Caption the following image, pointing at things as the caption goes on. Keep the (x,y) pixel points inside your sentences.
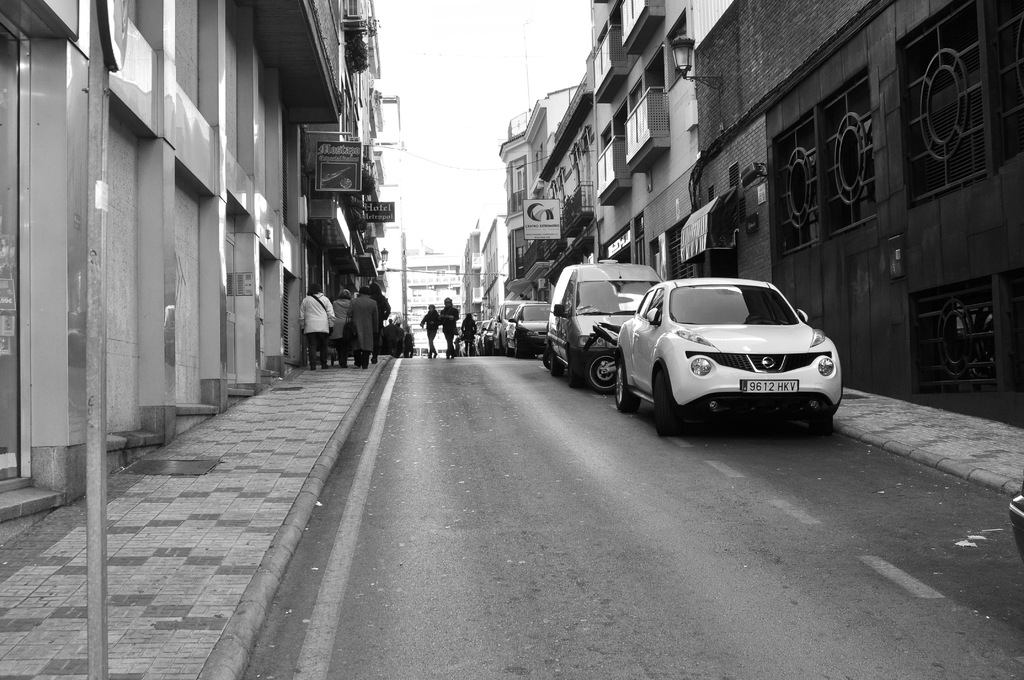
This is a black and white image. There are groups of people (435,321) walking. These are the cars (578,330) and a motorbike (603,359), which are parked beside the road (707,435). I can see the buildings (590,144). This is a gate (873,201). These are the boards (349,177), which are attached to the building wall (596,210). I can see the pole (90,292). This is a lamp (700,77), which is attached to the wall (722,78).
